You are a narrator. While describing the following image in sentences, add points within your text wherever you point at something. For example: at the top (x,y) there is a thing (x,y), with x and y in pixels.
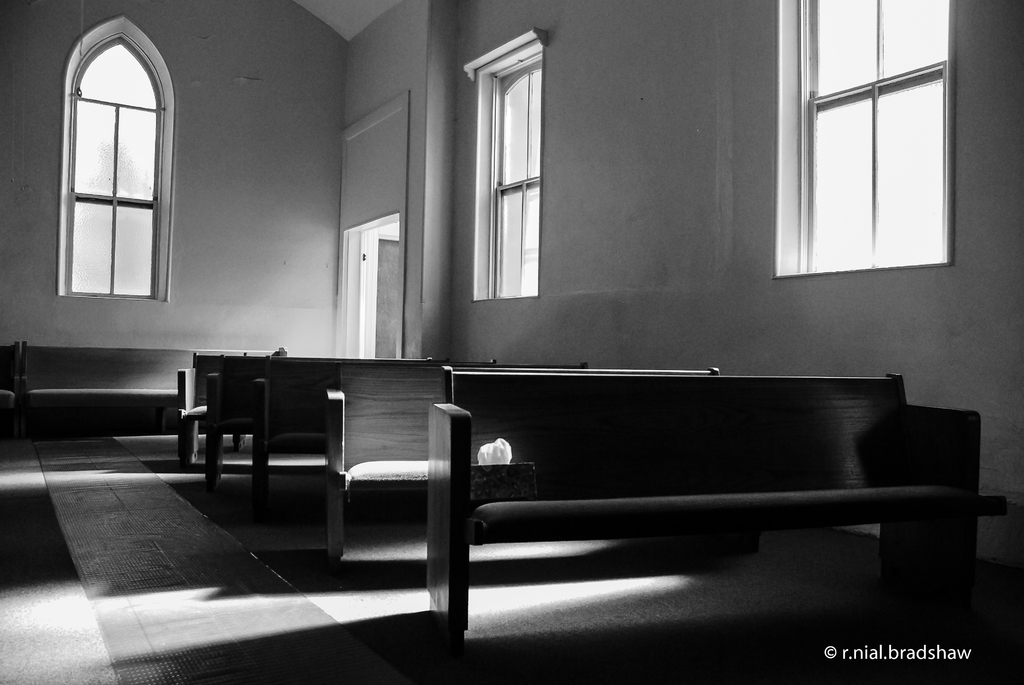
In this picture there is a inside view of the church (288,514). In the front (414,499) there is a wooden benches (518,527). Behind there is a white wall (542,245) with a glass windows (534,225).
